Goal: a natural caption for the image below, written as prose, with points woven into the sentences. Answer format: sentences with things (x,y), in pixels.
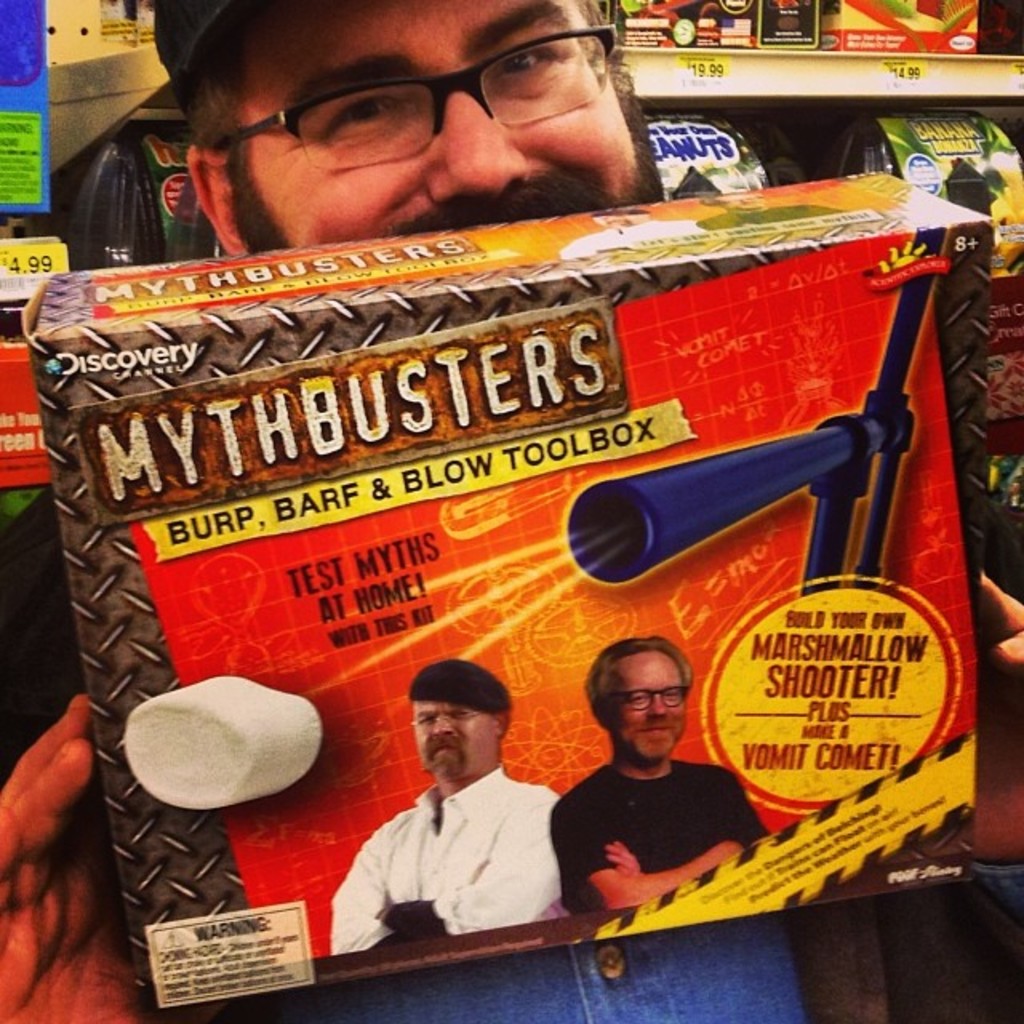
In this image we can see a person (541,90) wearing spectacles (334,146) and a cap (218,27) is holding a box (502,690) in his hand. In the background (974,160), we can see group of items (695,163) placed in the rack (862,81).
